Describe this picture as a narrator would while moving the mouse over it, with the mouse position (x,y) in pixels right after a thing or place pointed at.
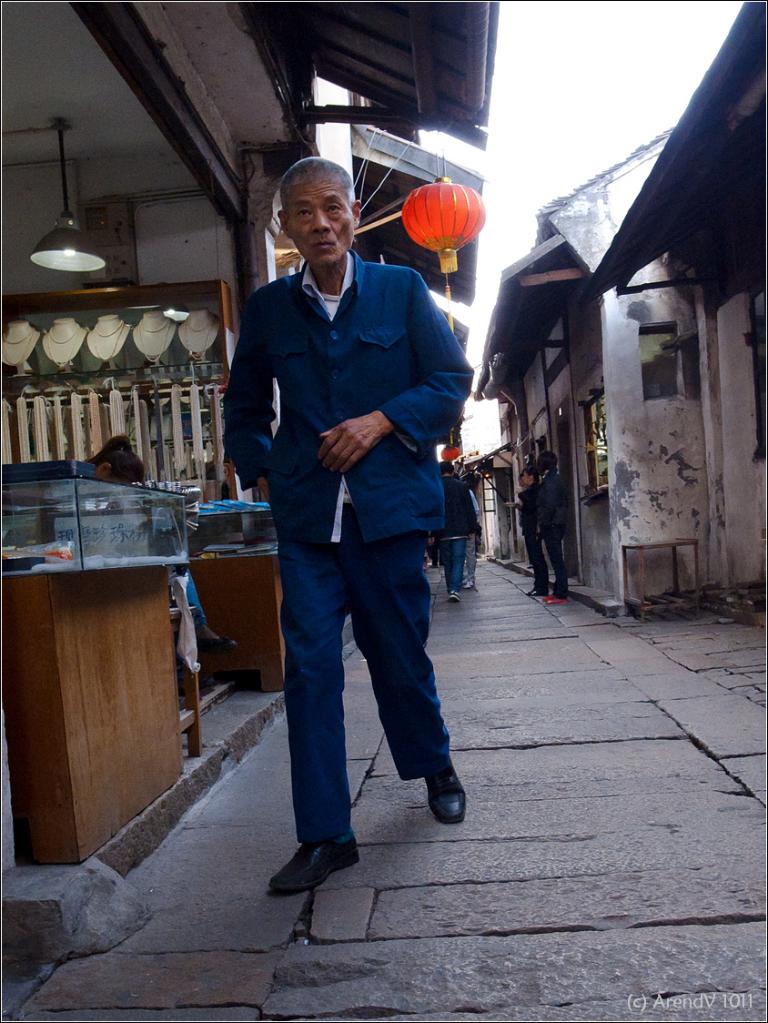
In this image, in the middle (353,422), we can see a man (409,324) wearing a blue color dress (408,427) is walking on the land (491,1020). On the right side (669,328), we can see a house (737,483) and a group of people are standing on the road (550,676), buildings (625,497). On the left side (85,521), we can see a jewelry shop (167,535) and a woman (132,477), glass table (247,521), chair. In the background (477,507), we can see a group of people (467,481), light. At the top (547,79), we can see a sky (547,93), at the bottom (662,744), we can see a land (565,905).
